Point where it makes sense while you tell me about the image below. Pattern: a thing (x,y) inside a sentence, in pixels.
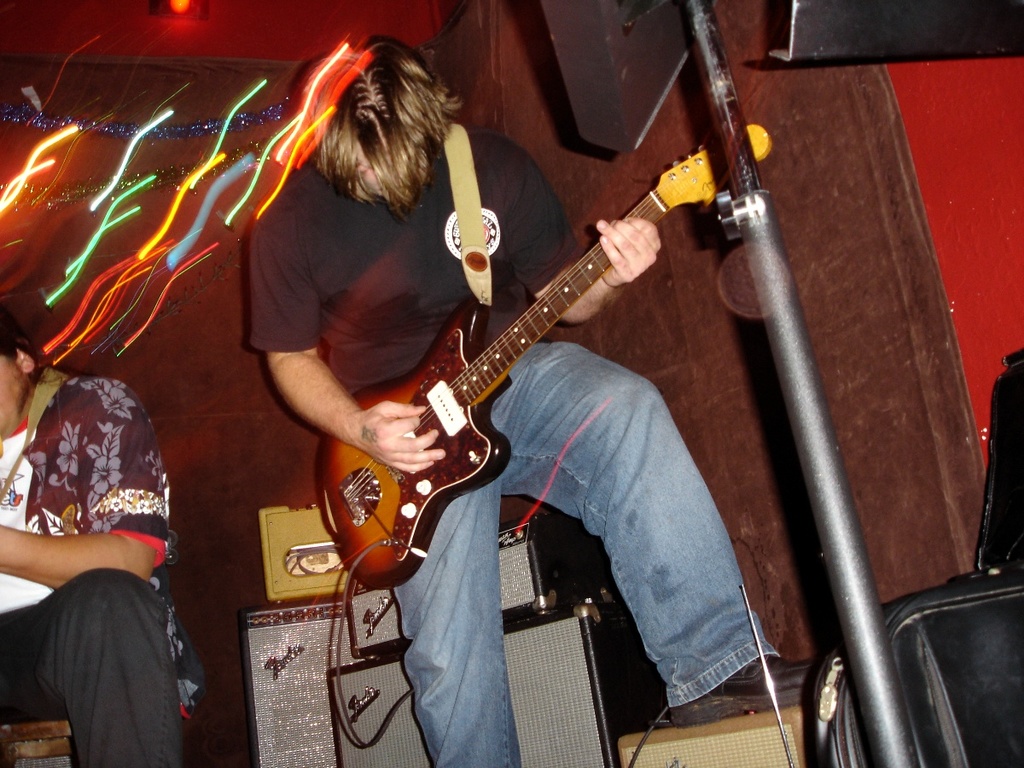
In this picture there is a man (429,686) standing in the middle (610,412). He is wearing a black t shirt (384,290), blue jeans (523,383) and playing a guitar (374,566). There is another man (16,678) sitting towards the left (17,692), he is wearing a flowered shirt (99,445). In the background (129,138) there are some lights (156,175), sound speakers (300,766), a wall (845,175) etc.
